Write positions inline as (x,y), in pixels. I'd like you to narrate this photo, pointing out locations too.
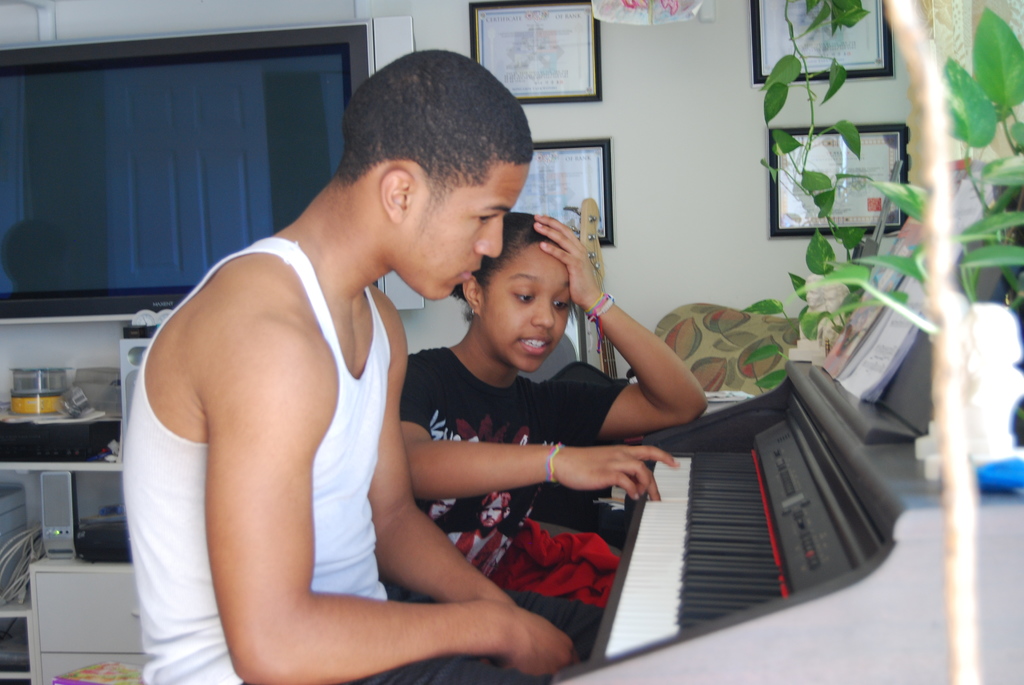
In this image there are two persons (488,438). The girl (501,362) with black t-shirt (524,420) is playing the musical instrument (731,503) and at the right (979,90) there is a plant (1003,72), and at the frames (804,200) on the wall (694,221) and at the left (76,245) there is a television (112,234), at the bottom (85,471) there are wires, speaker (55,509) in the cupboard (62,623).
